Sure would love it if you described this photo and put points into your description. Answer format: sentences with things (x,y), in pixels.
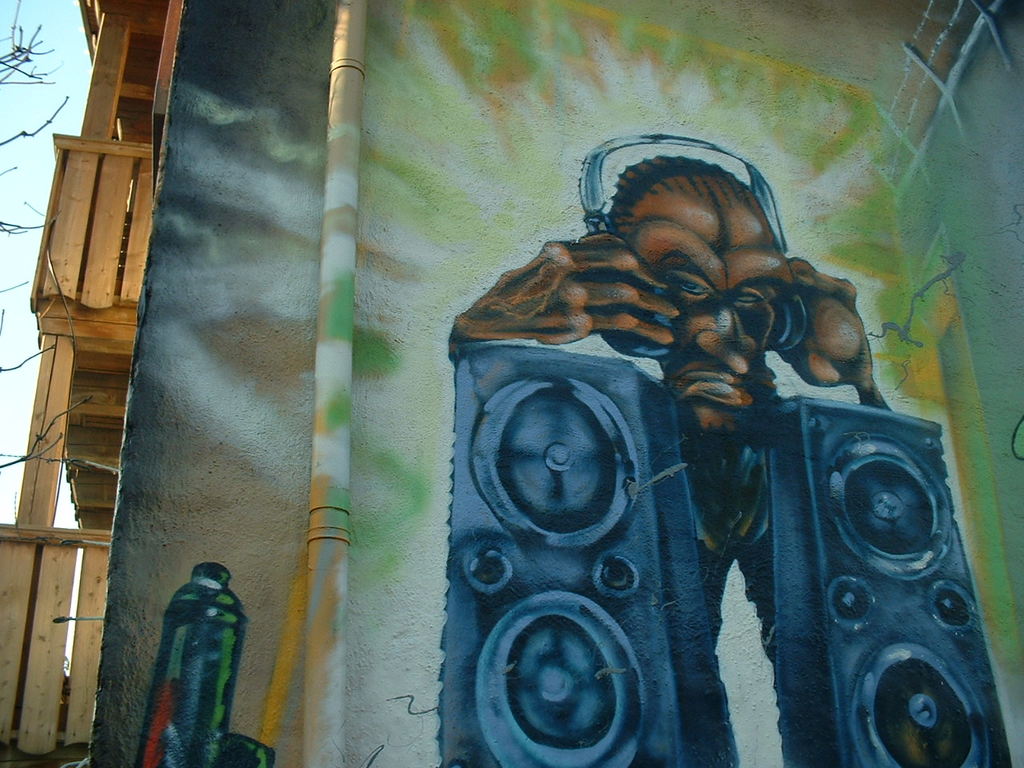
In this image I can see the graffiti (463,443) on the wall (243,366). On the left side (69,433) there are some wooden planks (71,428). In the background (63,39), I can see the sky (57,37).
